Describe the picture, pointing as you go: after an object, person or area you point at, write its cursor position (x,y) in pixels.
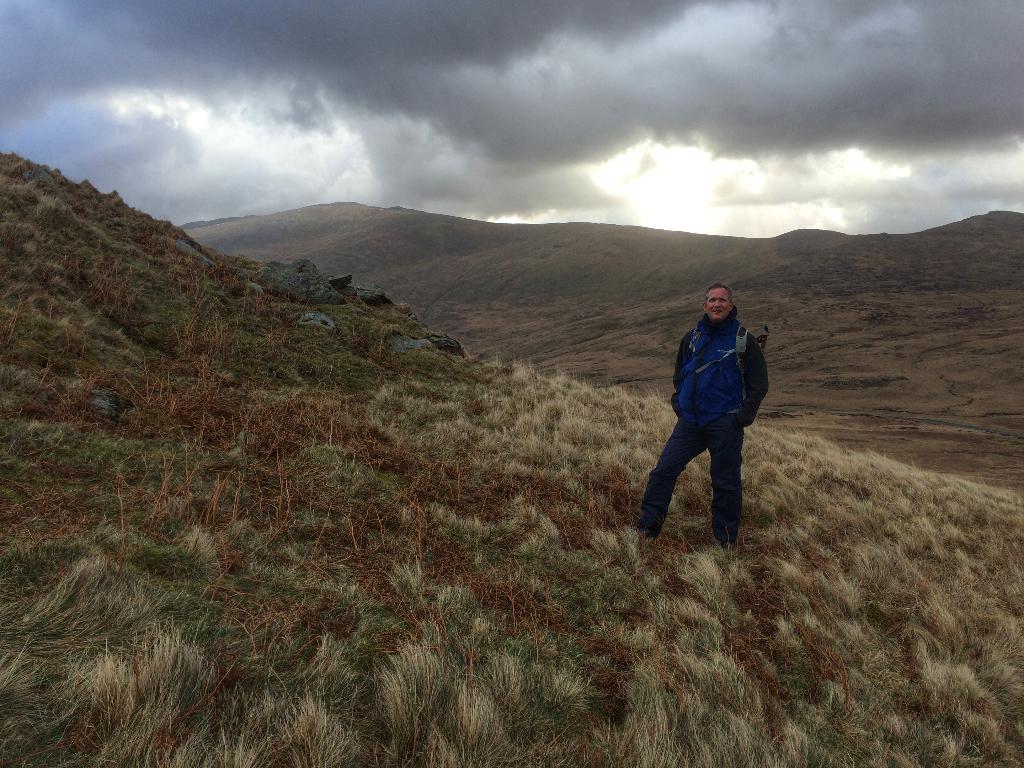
In this picture I can see a person (720,508) standing, there is grass (429,467), hills (552,269), and in the background (427,128) there is sky (427,128).
